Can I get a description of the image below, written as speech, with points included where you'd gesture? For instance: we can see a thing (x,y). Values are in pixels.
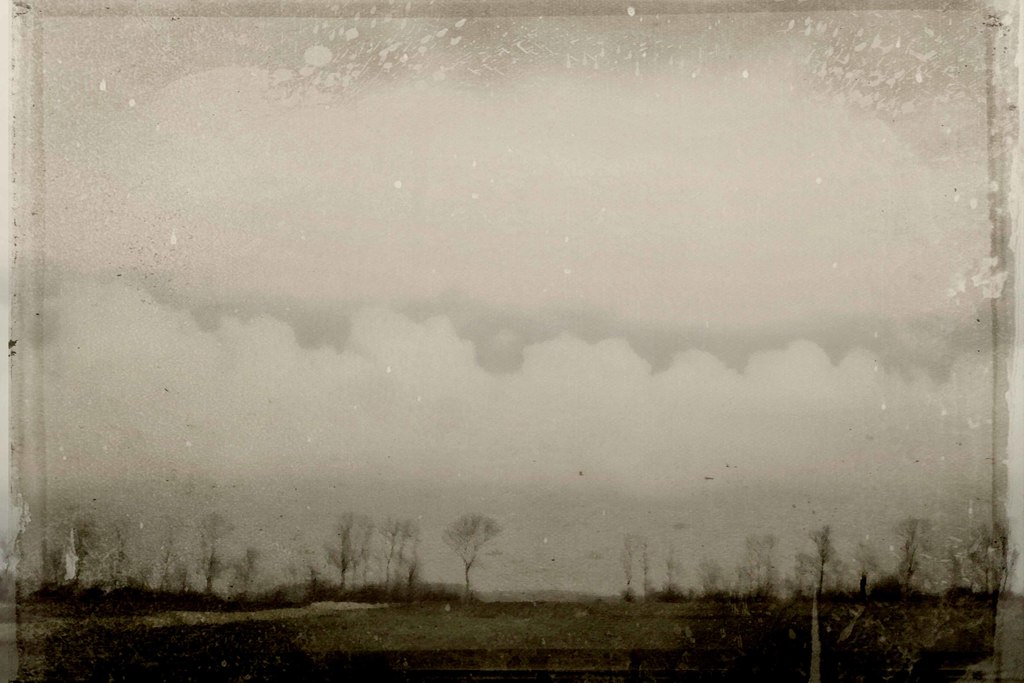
In this black and white image there are trees (881,576) and the sky (289,445).
